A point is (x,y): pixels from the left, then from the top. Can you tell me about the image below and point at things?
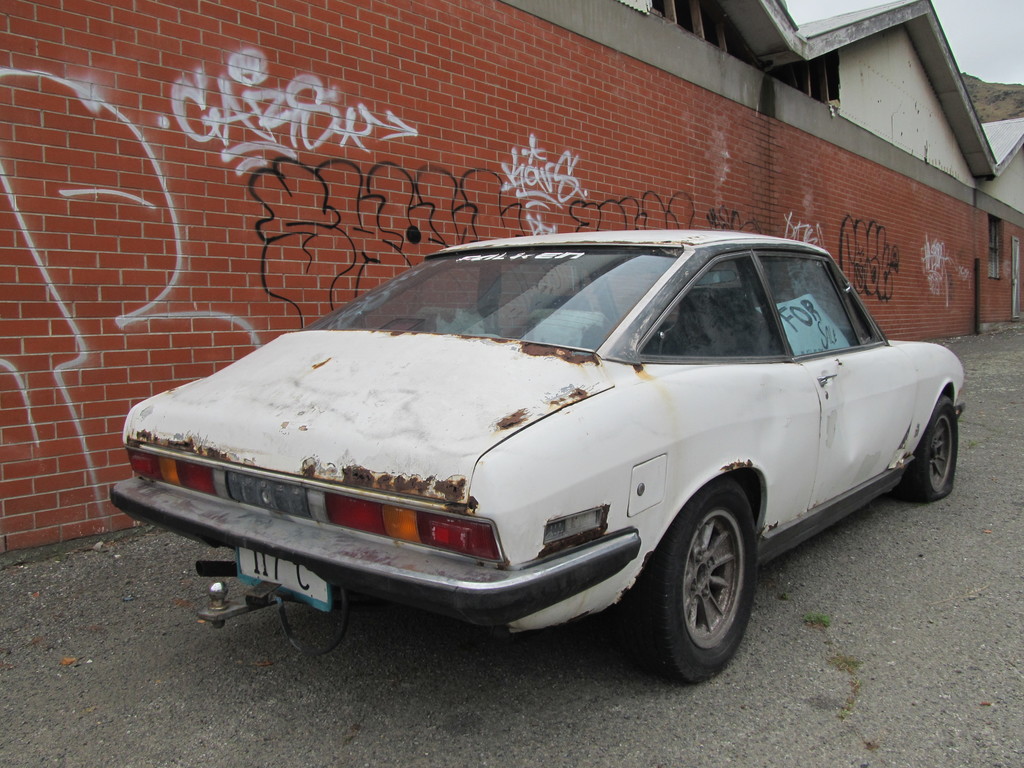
In this image there is a white color car (748,429) on the road (491,723), graffiti (270,147) on the wall (513,112), buildings (939,86), hill (984,86), sky (998,41).
